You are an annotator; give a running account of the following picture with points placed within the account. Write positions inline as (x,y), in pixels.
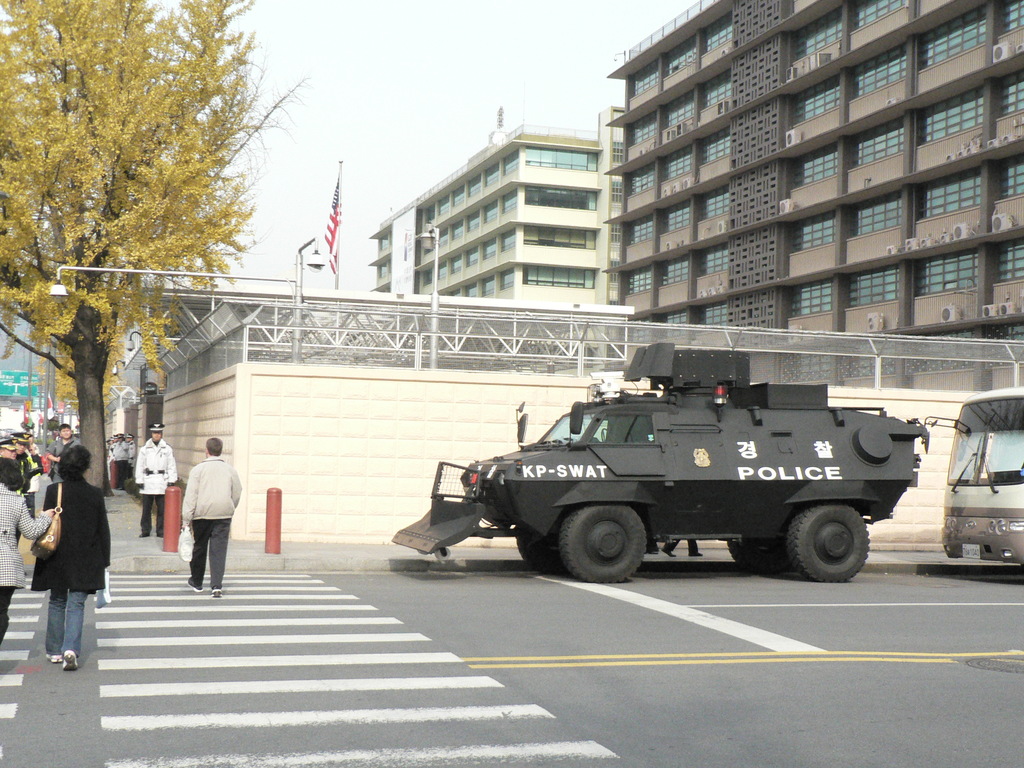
In this image on the right side (805,487), I can see the vehicles (724,493) with some text (600,468) written on it. I can see some people (82,570) on the road (207,649). On the left side (86,340) I can see a tree (62,260). I can see a flag (330,261). In the background (653,215), I can see the buildings (579,196) and the sky (357,103).
